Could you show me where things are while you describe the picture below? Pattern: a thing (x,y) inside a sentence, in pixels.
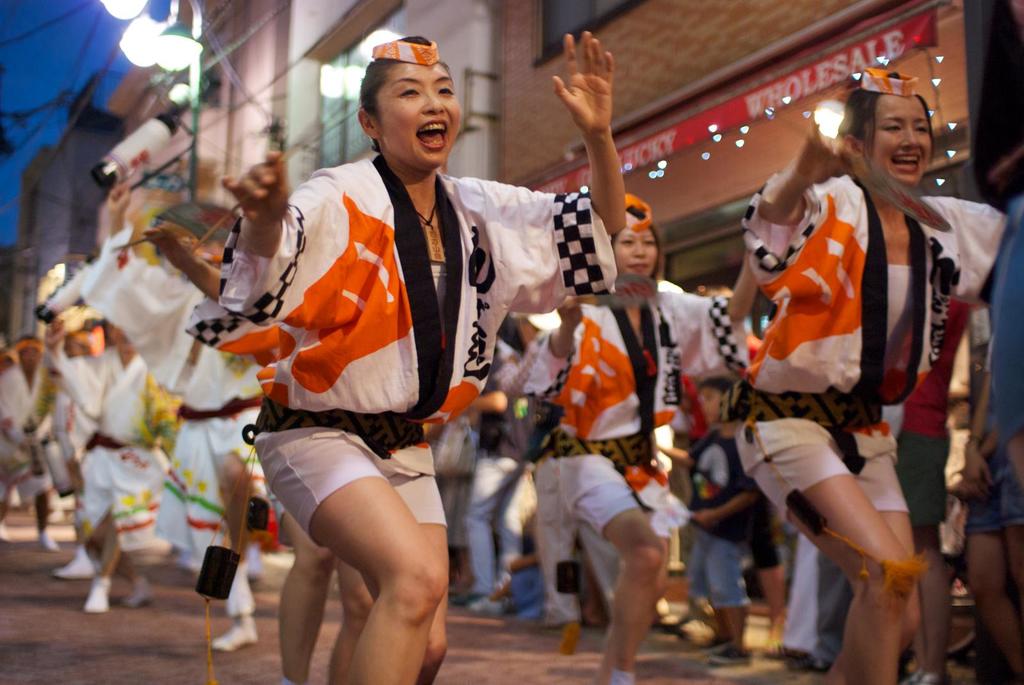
In this image we can see some people (619,229) and among them few people (461,244) holding some objects (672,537) in their hands (573,70) and it looks like they are dancing. We can see some buildings (319,12) in the background (350,98) and there is a street light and we can see the sky (22,44) at the top (38,57).
